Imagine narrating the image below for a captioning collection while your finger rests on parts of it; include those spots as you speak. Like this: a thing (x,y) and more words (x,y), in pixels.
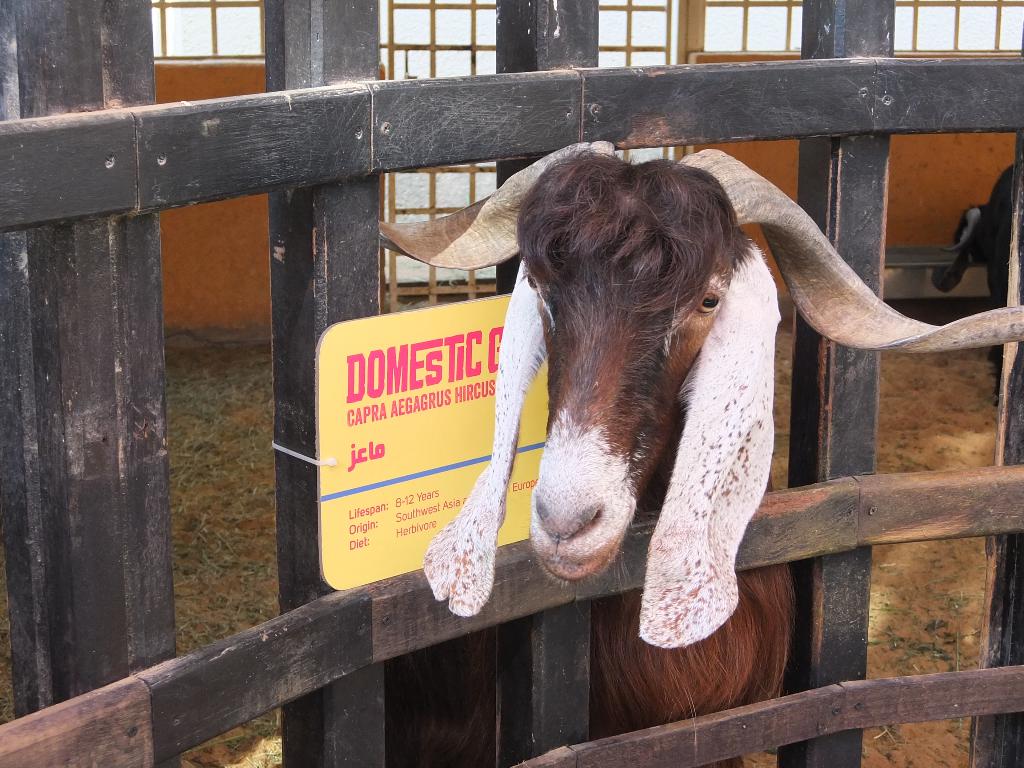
In this image we can see a goat (548,519), board (359,467), fence (93,390) and in the background (658,27) we can see the windows (912,9).
